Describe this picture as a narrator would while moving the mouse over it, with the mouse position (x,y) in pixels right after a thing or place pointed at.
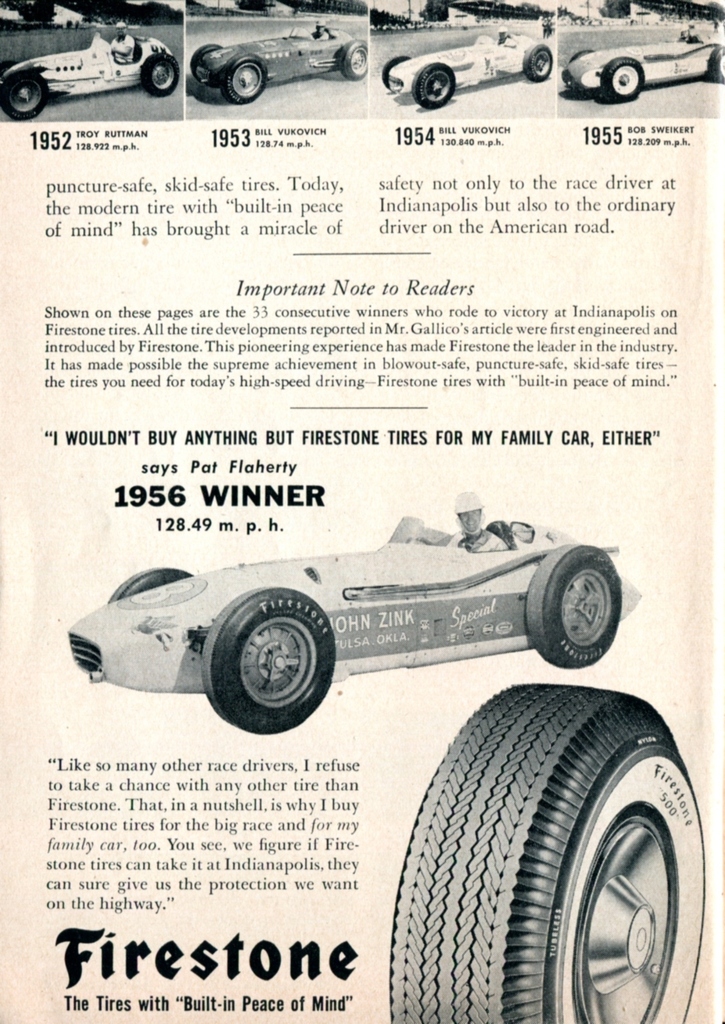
In this image I can see it is a paper (553,463) in black and white, at the bottom (452,774) there is the Tyre (588,790). In the middle (351,626) there is a car (525,608), at the top (697,93) there are 4 different cars images (452,119).
